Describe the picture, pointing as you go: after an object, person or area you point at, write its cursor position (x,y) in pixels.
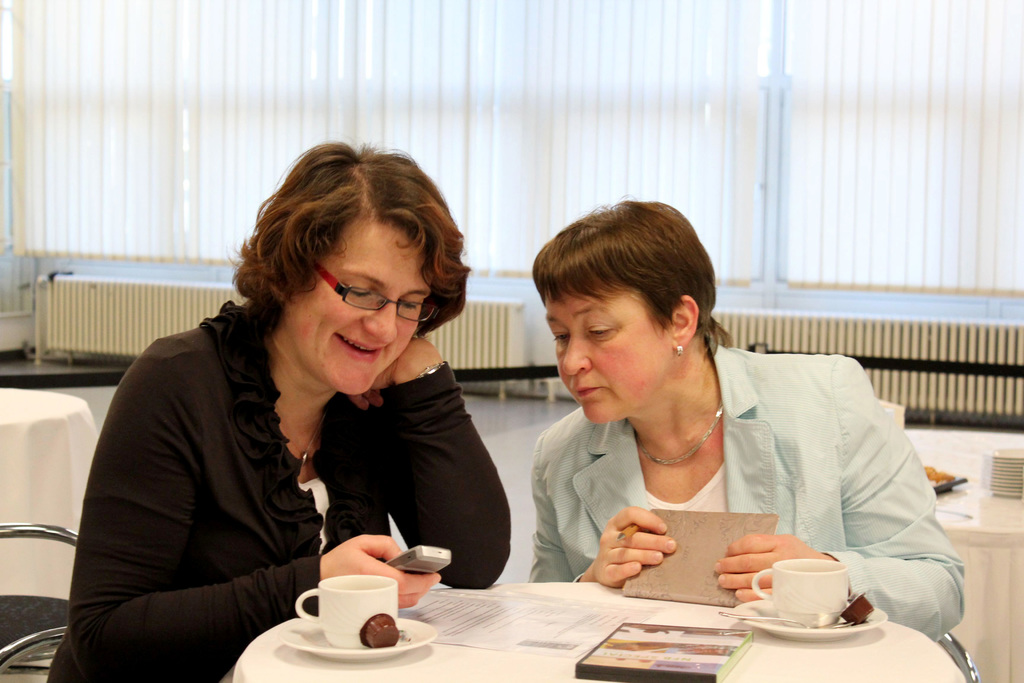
in the image we can see the two ladies (385,257) were sitting on the chair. In front of them there is a table (555,618), on table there is a cup (323,614), saucer (349,650), paper (507,623) and book (683,578). The left side lady (342,453) she is using phone (433,561) and she is smiling, which we can see on her face (348,376). And the right side lady (663,424) she is looking at her phone (445,549). Coming to the background (419,84) there is a curtain (370,129), which is in white color.
